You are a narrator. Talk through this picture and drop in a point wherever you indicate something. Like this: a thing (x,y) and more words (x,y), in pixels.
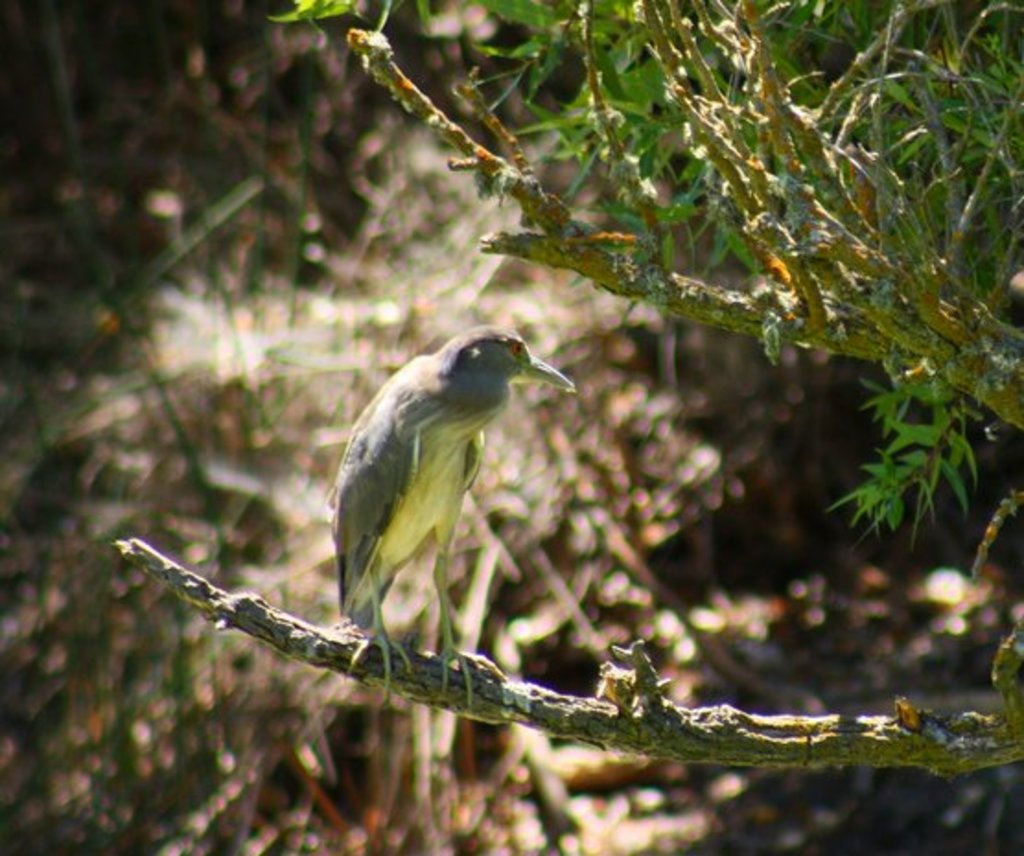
In this image we can see a bird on the branch (976,752) and there are leaves (895,490). There is a blur background (660,847).
